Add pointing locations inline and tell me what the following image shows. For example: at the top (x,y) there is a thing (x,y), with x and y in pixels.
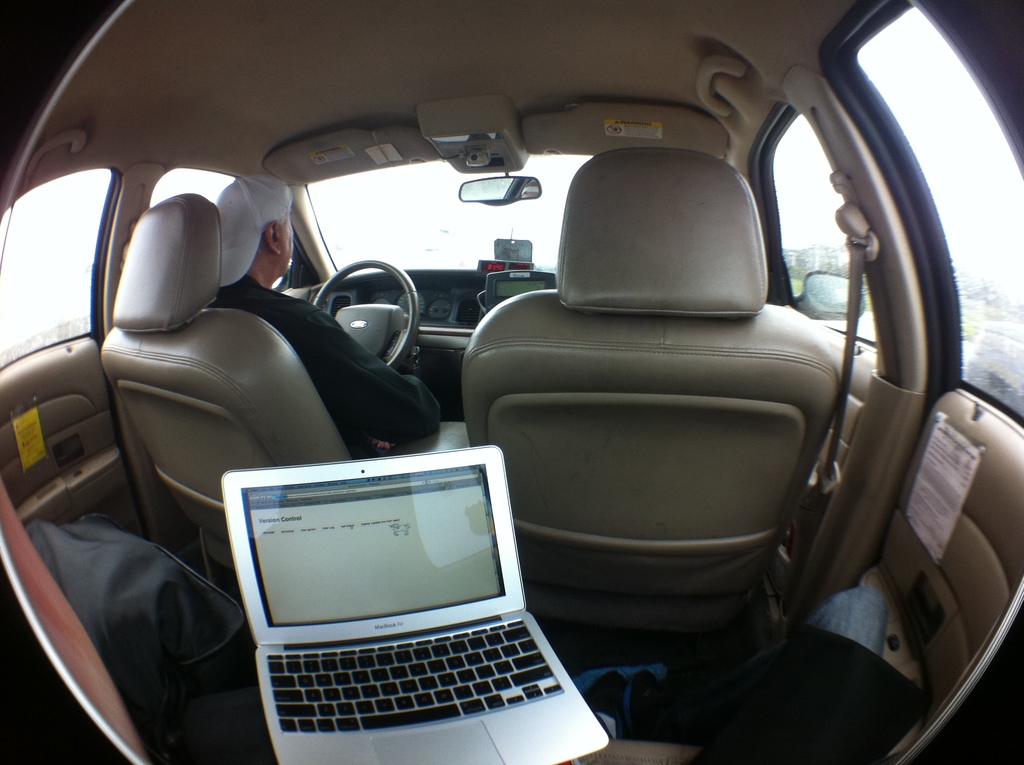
In this picture I can see the inside view of a vehicle (297,366), there is a person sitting on the seat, there is a bag (150,637), a laptop (485,581) and there are some other objects (426,316) inside the vehicle (528,229).
